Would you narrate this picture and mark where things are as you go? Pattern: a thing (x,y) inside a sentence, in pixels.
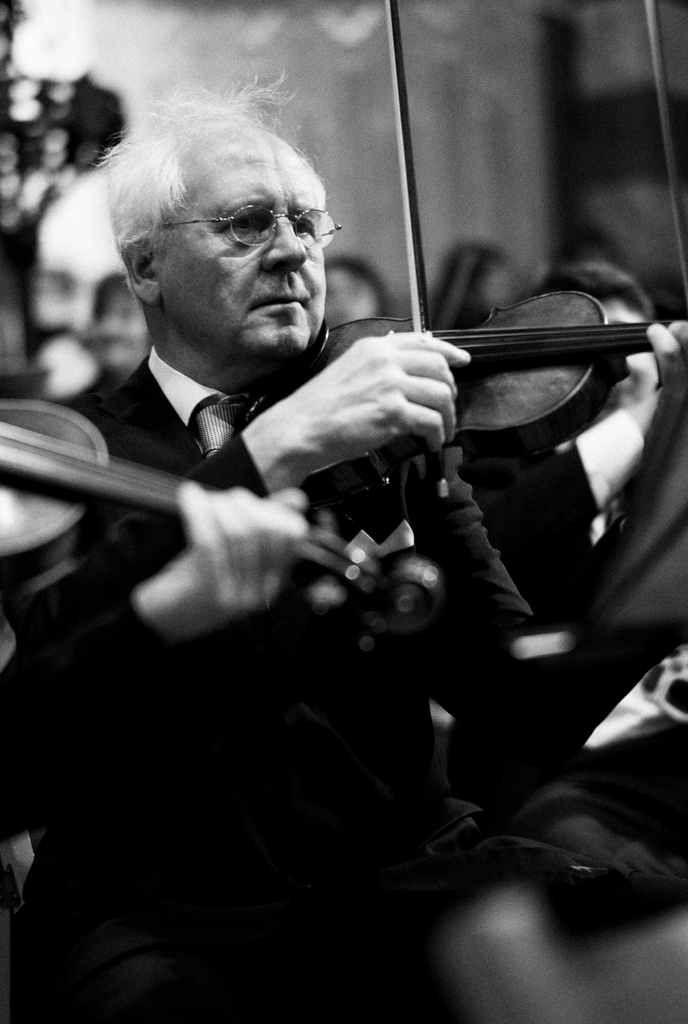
In this picture, we see a man (302,676) in black blazer (264,752) is sitting and holding violin (535,399) in his hand (674,333) and he is playing it. He wore spectacles (313,215). Behind him, we see people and a wall (369,91).
